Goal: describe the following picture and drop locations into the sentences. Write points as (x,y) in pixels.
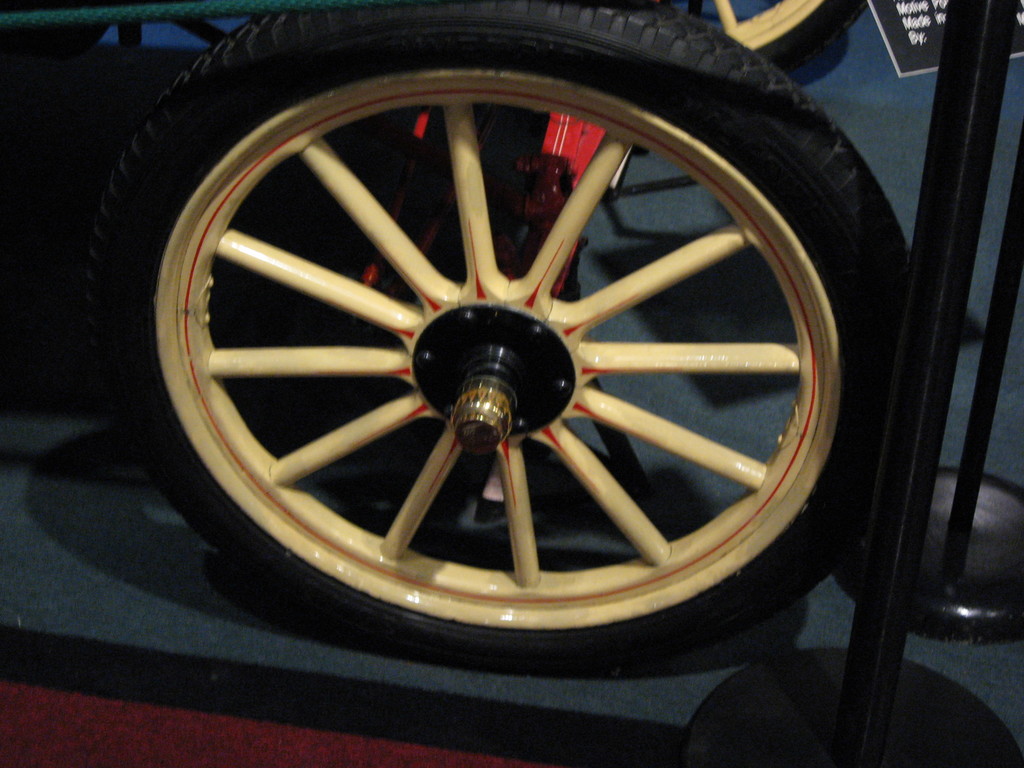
In this picture I can see wheels (884,315) and some other objects (932,572).
